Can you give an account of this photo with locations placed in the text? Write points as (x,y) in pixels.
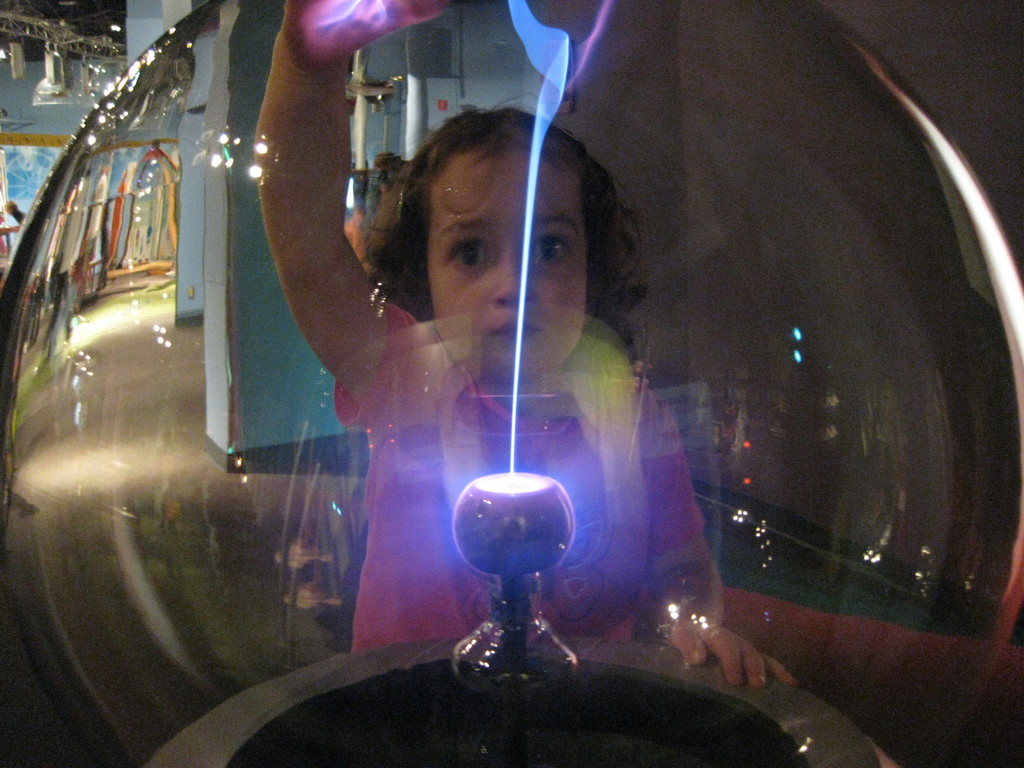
In the middle of this image (474,271), there is a girl (424,247), placing a hand (429,1) on a transparent sphere (272,513). In this sphere (325,589), we can see there is a light (518,498) on a platform (545,724). In the background (217,229), there are lights (15,46) attached to the roof (31,23) and there are other objects (170,211).
